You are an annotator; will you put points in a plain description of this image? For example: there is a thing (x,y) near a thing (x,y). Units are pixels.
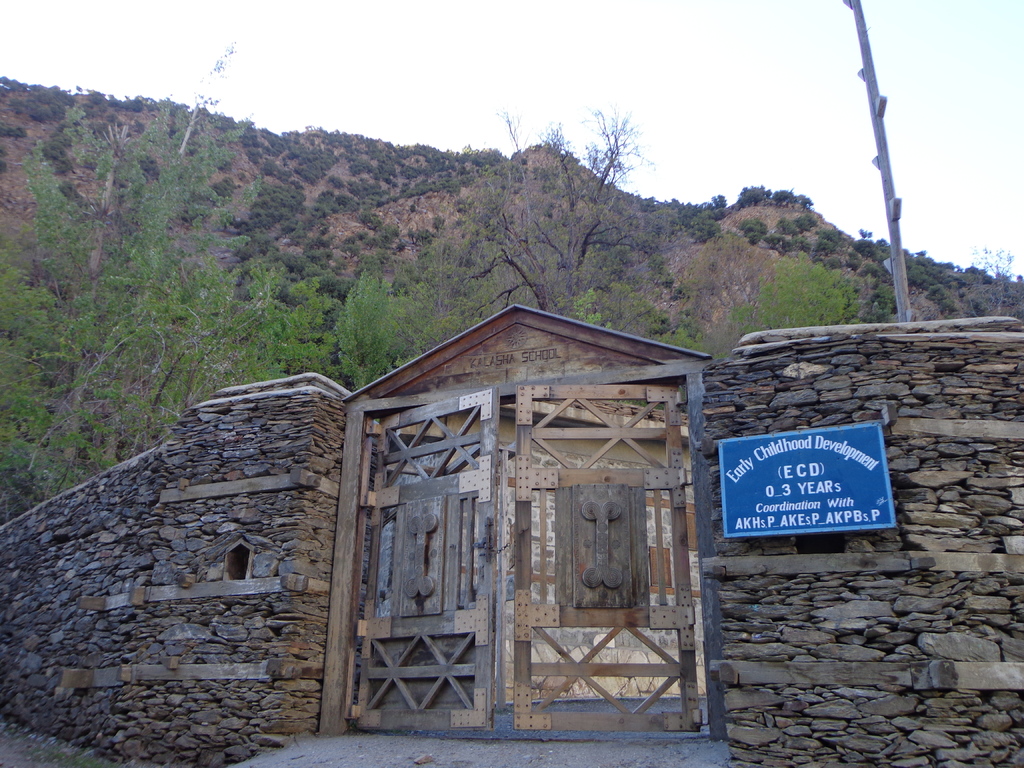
In the picture, there is an infant development school (485,563). It has wooden gates (457,507) and beside the gates (417,589) the wall (187,447) is made up of stones (104,579) and behind the school (398,382) there is a mountain (176,244) with a lot of trees (614,226).
